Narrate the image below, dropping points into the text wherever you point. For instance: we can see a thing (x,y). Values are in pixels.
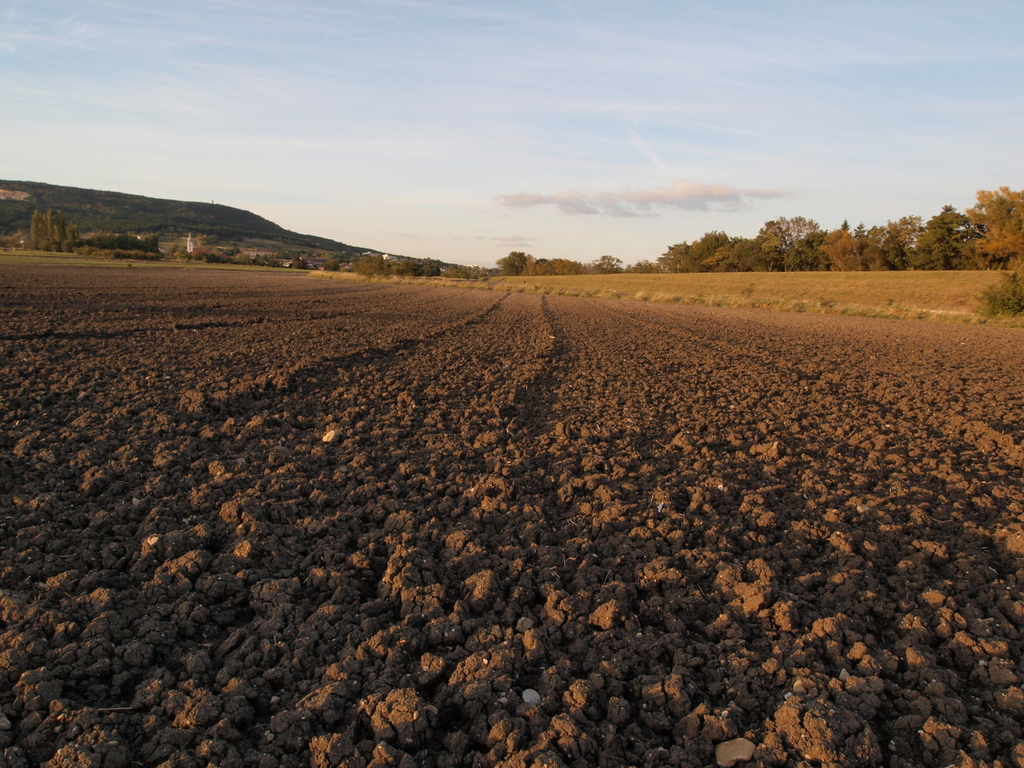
In the foreground of this image (410,465), there is land (394,399). In the background (982,261), there are trees (461,274), mountains (152,209), sky (641,86) and the cloud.
